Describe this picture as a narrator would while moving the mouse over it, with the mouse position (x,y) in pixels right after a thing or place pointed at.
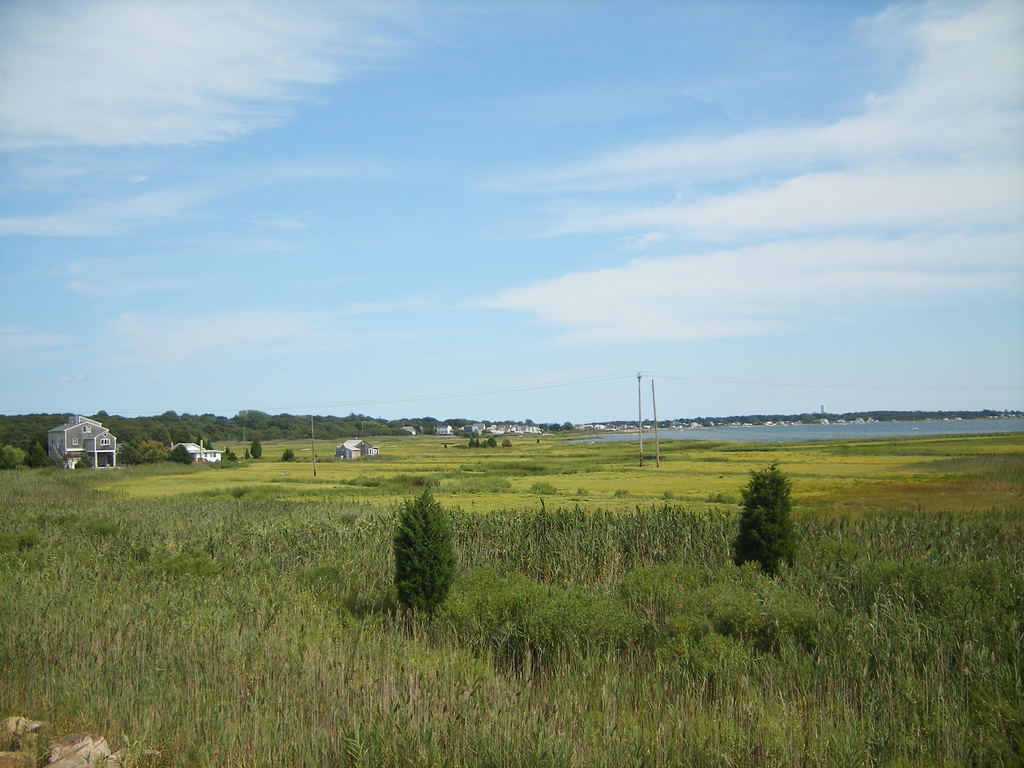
Here we can see grass (670,651), plants (551,547), poles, houses (534,426), water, and trees (402,425). In the background (327,303) there is sky (543,226) with clouds (804,232).
